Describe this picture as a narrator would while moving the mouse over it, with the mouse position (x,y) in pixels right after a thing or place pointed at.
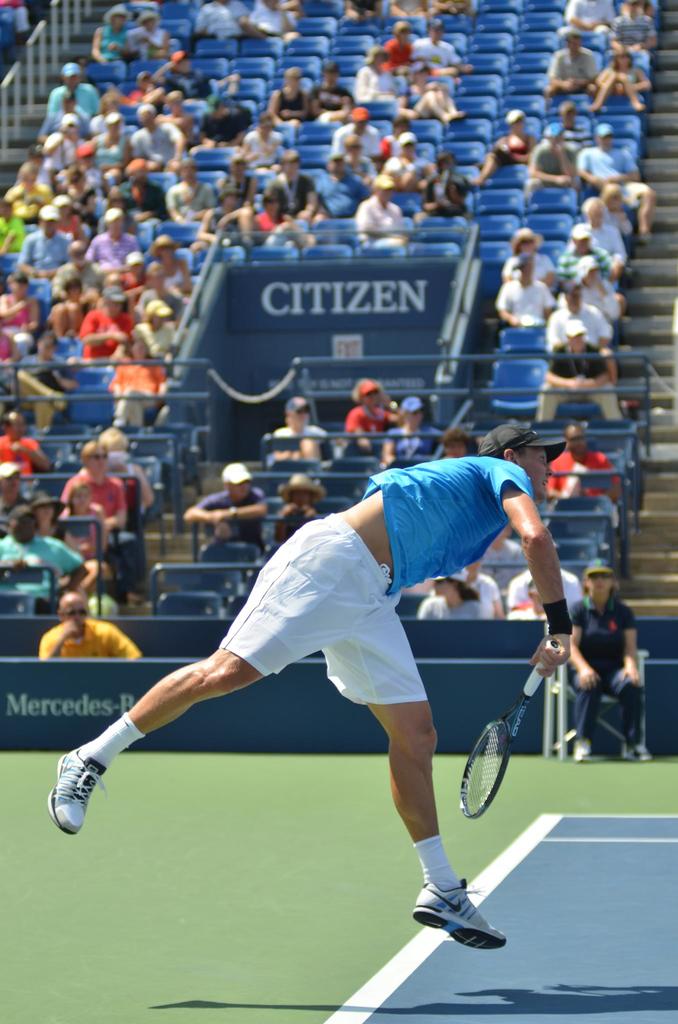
In the background (329,185) we can see people (370,128) sitting on the chairs (540,194). We can see a man (495,475) wearing blue t-shirt (483,489), a black cap (520,434), wristband (552,612). He is in the air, it seems like he is playing tennis.
